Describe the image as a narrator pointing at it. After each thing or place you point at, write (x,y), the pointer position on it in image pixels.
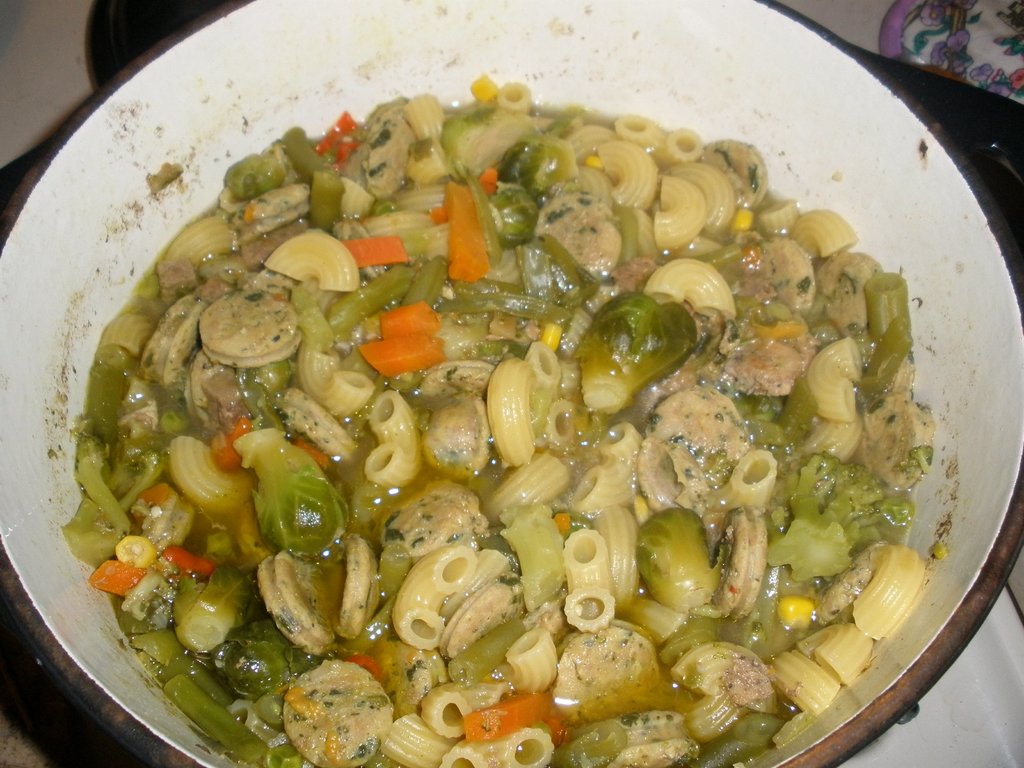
In this image I can see a white colored pot (395,23) in which I can see a food item (404,336) which is cream, orange, green and yellow in color. In the background (1015,18) I can see few other objects (915,725).
